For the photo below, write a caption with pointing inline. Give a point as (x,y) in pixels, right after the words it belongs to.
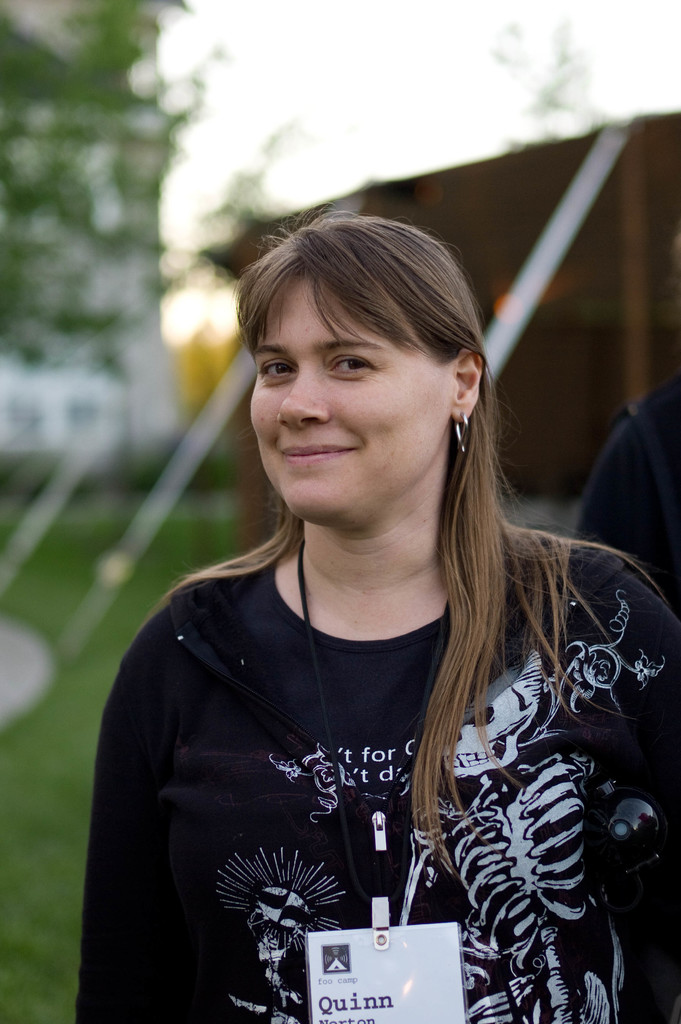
In the image there is a girl (273,756) in the foreground (298,785), she is wearing an id card (453,992) and the background of the girl (601,593) is blur.
